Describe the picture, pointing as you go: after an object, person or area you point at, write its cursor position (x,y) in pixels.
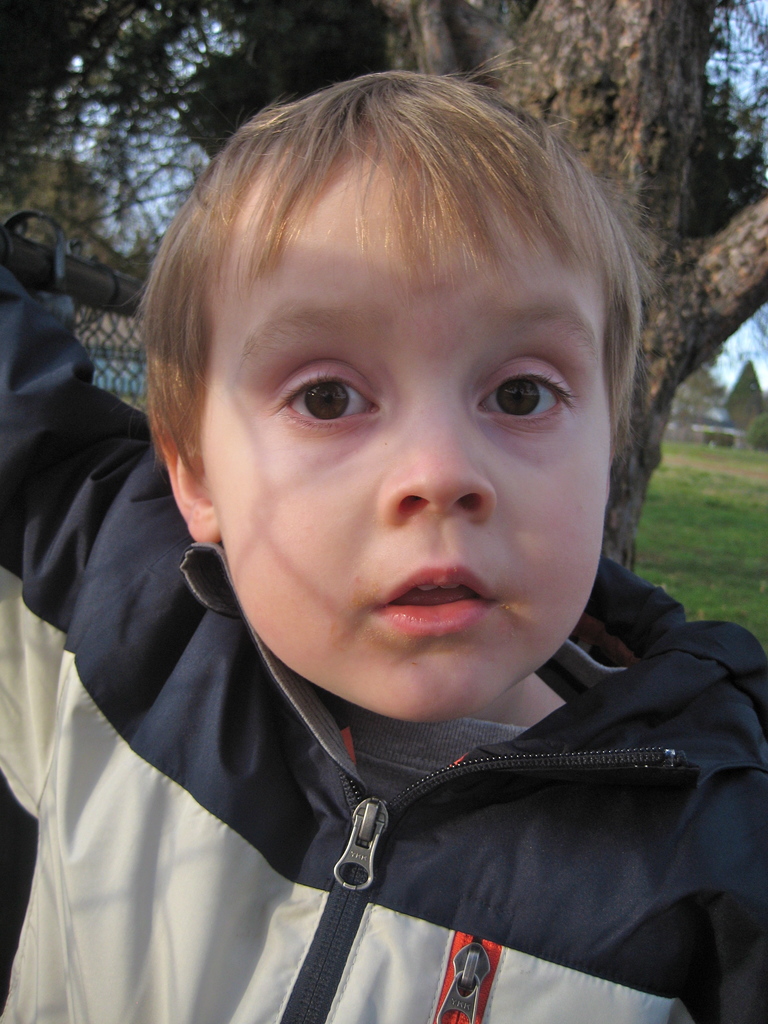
In the center of the image (332,617) there is a kid (244,867). In the background (93,110) we can see trees (659,383), building (714,420) and sky (735,372).
